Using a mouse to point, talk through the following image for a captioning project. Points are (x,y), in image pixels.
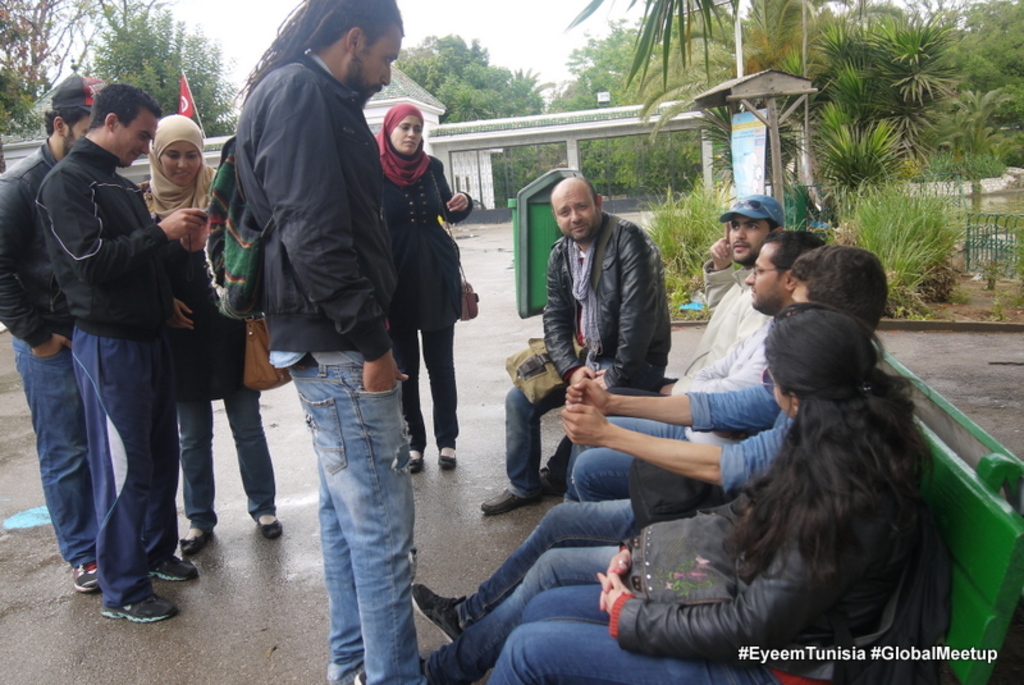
In the image there are few people (12,199) standing. Also there are few people (819,395) sitting on the bench (973,483). Behind them on the right side (946,246) there are small plants (864,201), trees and also there is a pole (774,190) with poster (759,192). In the background (429,110) there is an arch (446,128) with pillars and also there are trees (896,45). In the bottom right corner of the image (755,651) there is a name (967,654).
